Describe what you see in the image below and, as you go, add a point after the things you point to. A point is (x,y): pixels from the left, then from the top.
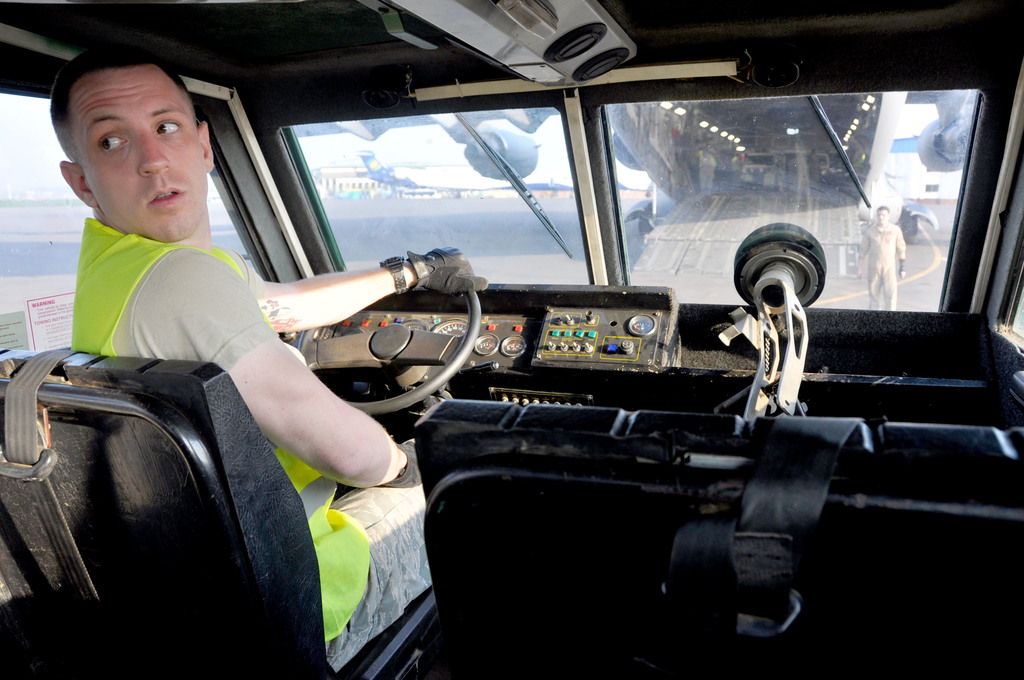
The image is taken from inside a vehicle (624,559), a man (365,293) is sitting in front of the steering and outside the vehicle (370,316) there are two planes (638,164) and beside one of the plane (774,141) there is a person (898,256) standing on the ground (929,286).
